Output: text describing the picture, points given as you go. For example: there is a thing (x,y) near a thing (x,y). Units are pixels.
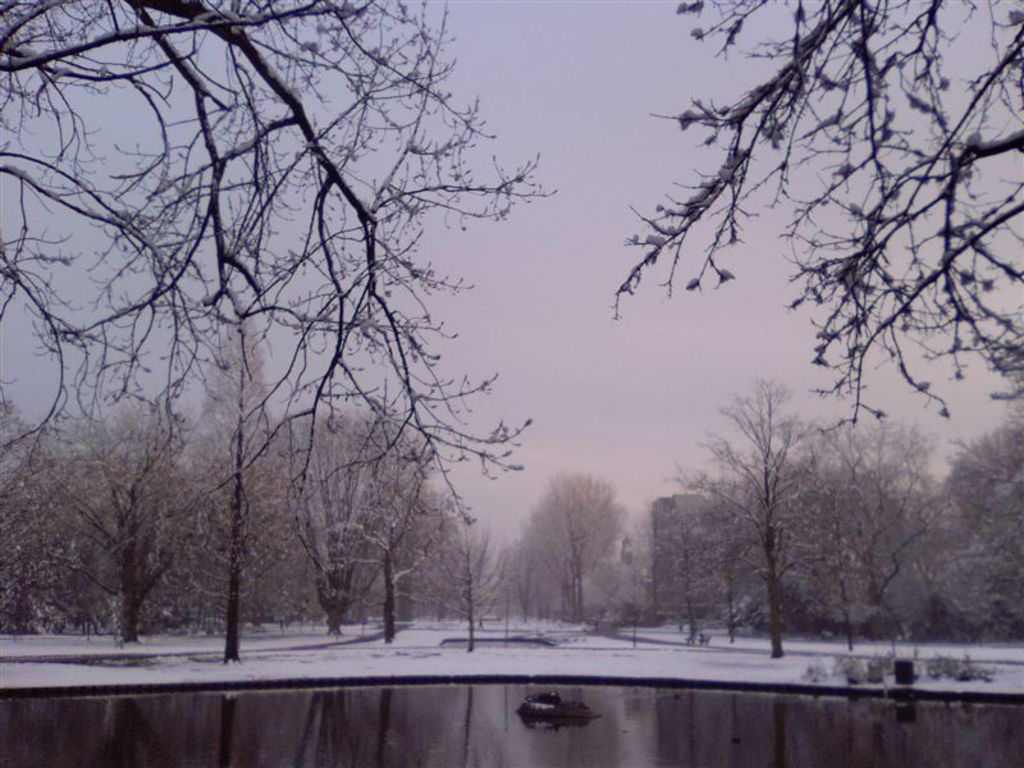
In the center of the image (555,319) we can see the sky (572,387), trees (315,537), snow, water (611,725) and a few other objects (681,574). At the top of the image (214,227), we can see branches (764,96).
